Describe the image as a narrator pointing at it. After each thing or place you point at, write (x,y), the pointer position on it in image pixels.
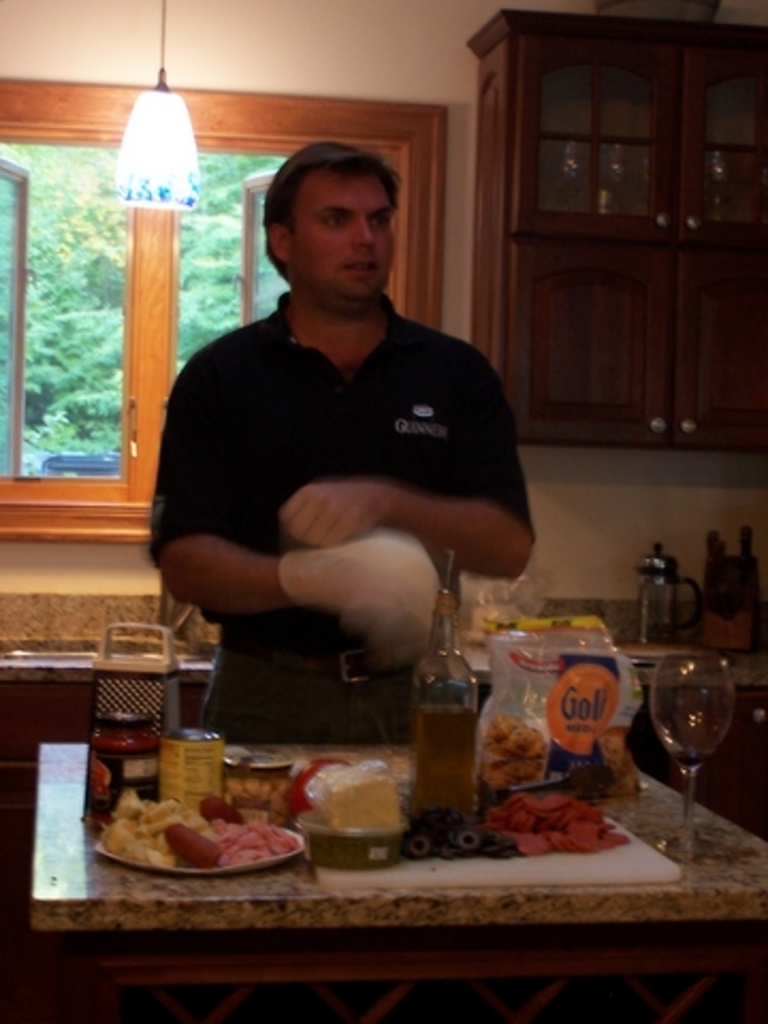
In this image I see a man (316,741) and there is table (92,908) in front of him and there are few things (641,881) on it. In the background (19,547) I see the wall (376,20), a cabinet (531,160), light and the window (443,121).
